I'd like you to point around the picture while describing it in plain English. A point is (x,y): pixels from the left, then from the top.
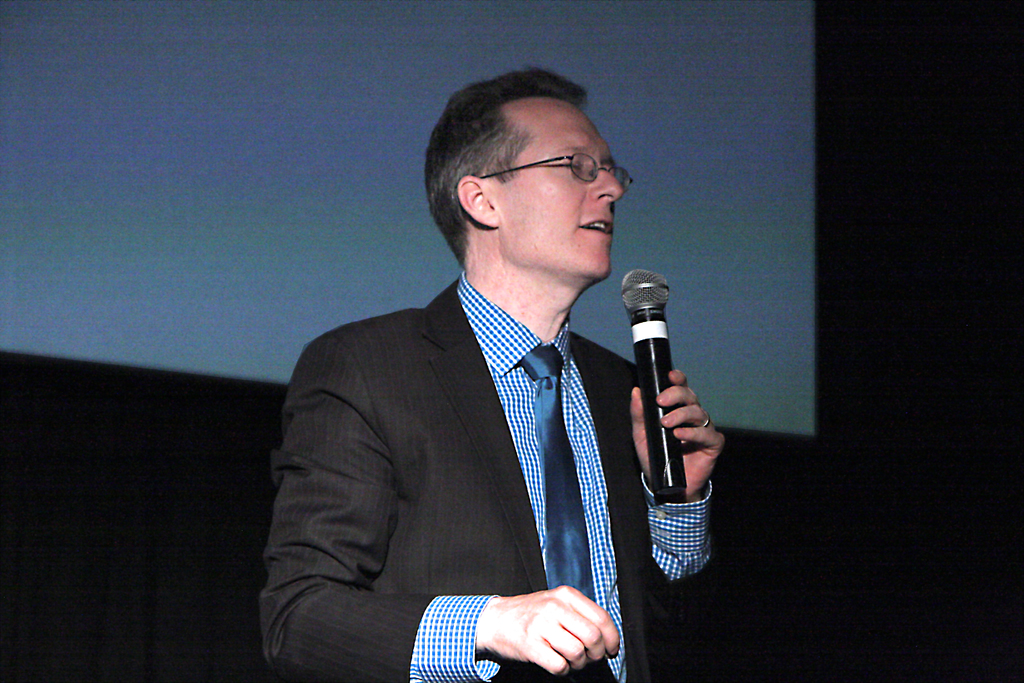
In this Image I see a man (610,632) who is holding a mic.
